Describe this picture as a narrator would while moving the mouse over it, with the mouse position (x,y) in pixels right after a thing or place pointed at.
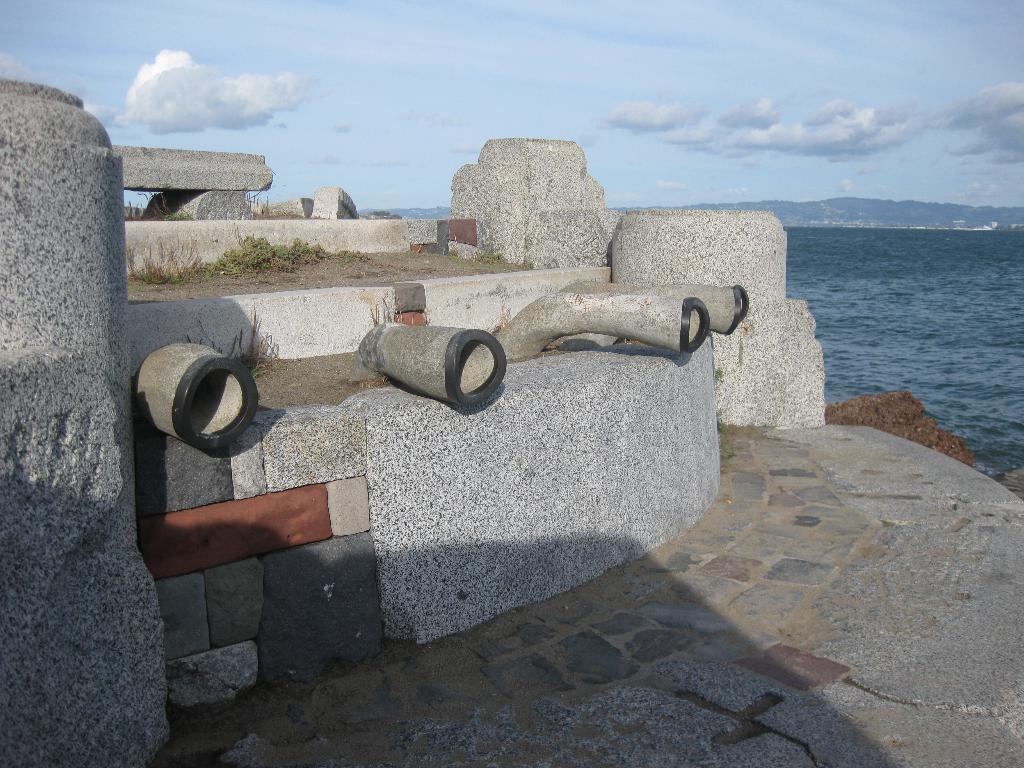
In the picture we can see some concrete and rock construction (799,654) and some pipes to it and beside it, we can see mud (834,422) which is brown in color and beside it, we can see the water (907,280), which is gray in color and in the background (1019,192) we can see a sky (658,140) with clouds (1014,103).
